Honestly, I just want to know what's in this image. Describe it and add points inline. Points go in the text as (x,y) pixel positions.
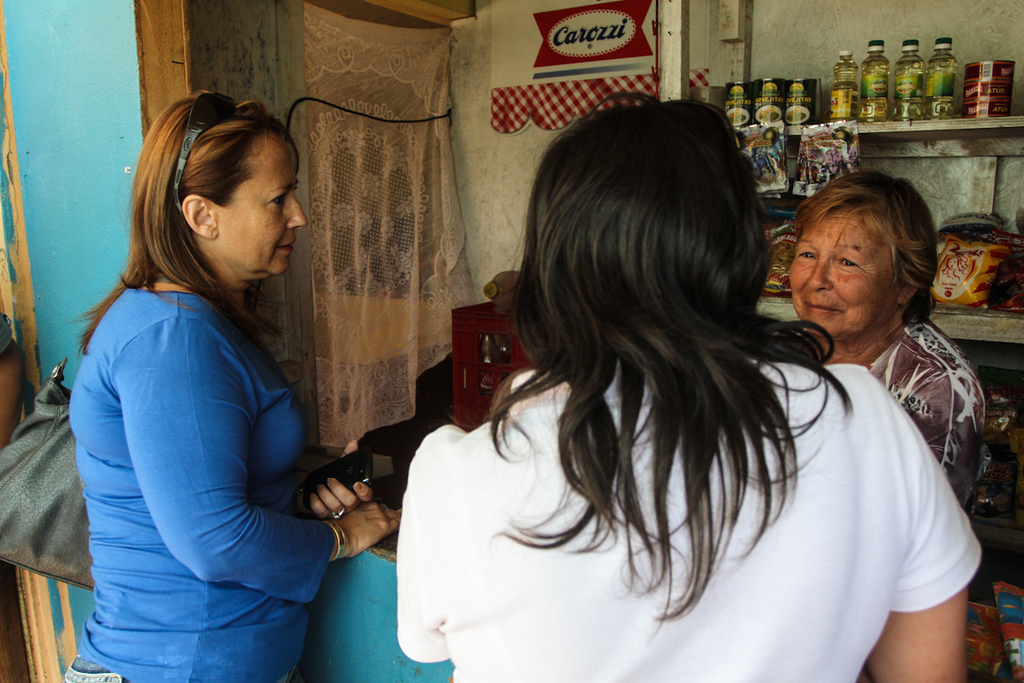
In this image, there are a few people (682,554). We can see a blue colored object (343,575). We can see the wall (109,4). We can see a red colored object (486,394) with a bottle (500,287) on it. We can see some shelves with objects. We can see a poster (571,93) with some image (548,76) and text (569,38).
